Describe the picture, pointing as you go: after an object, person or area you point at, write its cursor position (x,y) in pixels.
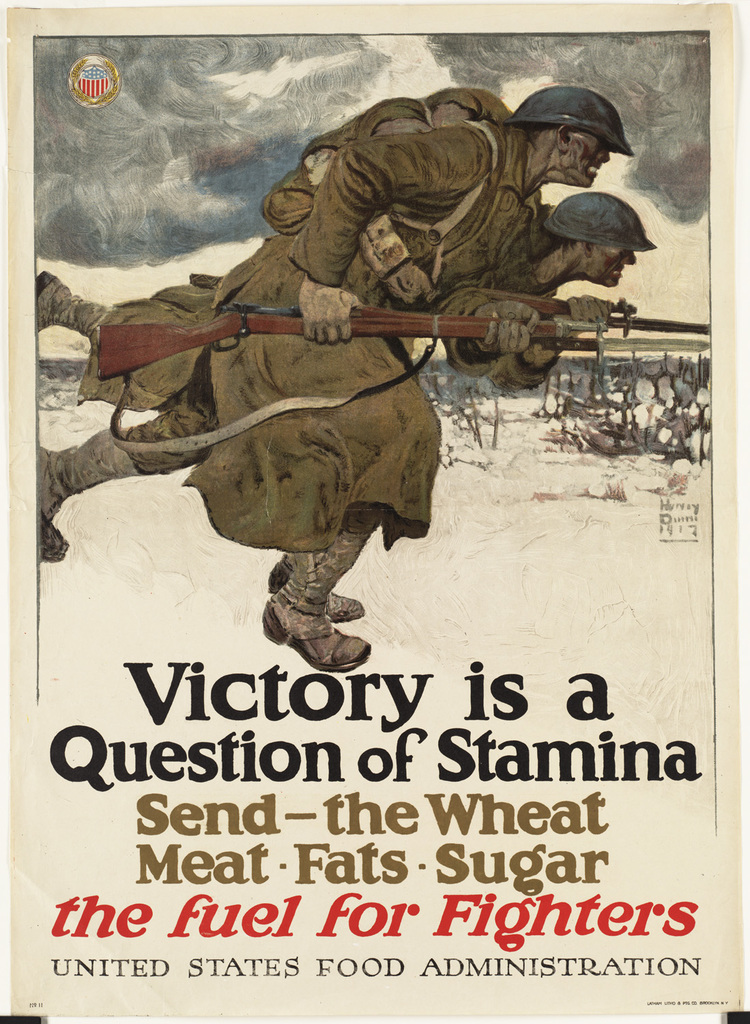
In this image there is a depiction of two persons (365,247) holding the guns (421,328) and there is some text (576,864) written on the poster (457,792).
